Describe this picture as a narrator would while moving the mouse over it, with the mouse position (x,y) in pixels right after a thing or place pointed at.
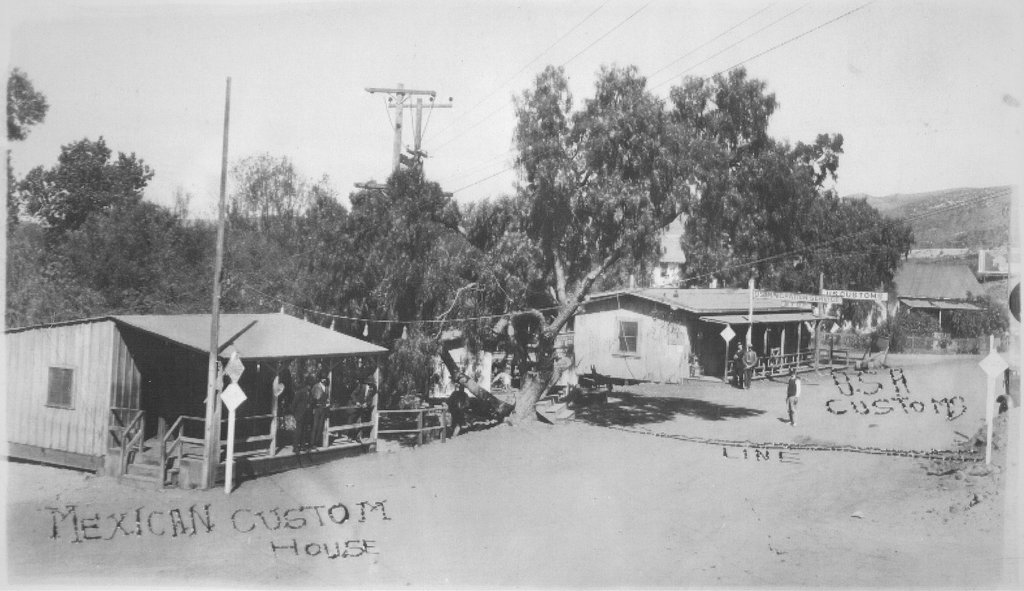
In this picture we can see houses (967,299), poles (210,409), trees (551,219), wires (744,62) and some persons (799,380) standing on the ground (933,445) and in the background (891,121) we can see the sky (390,71).
